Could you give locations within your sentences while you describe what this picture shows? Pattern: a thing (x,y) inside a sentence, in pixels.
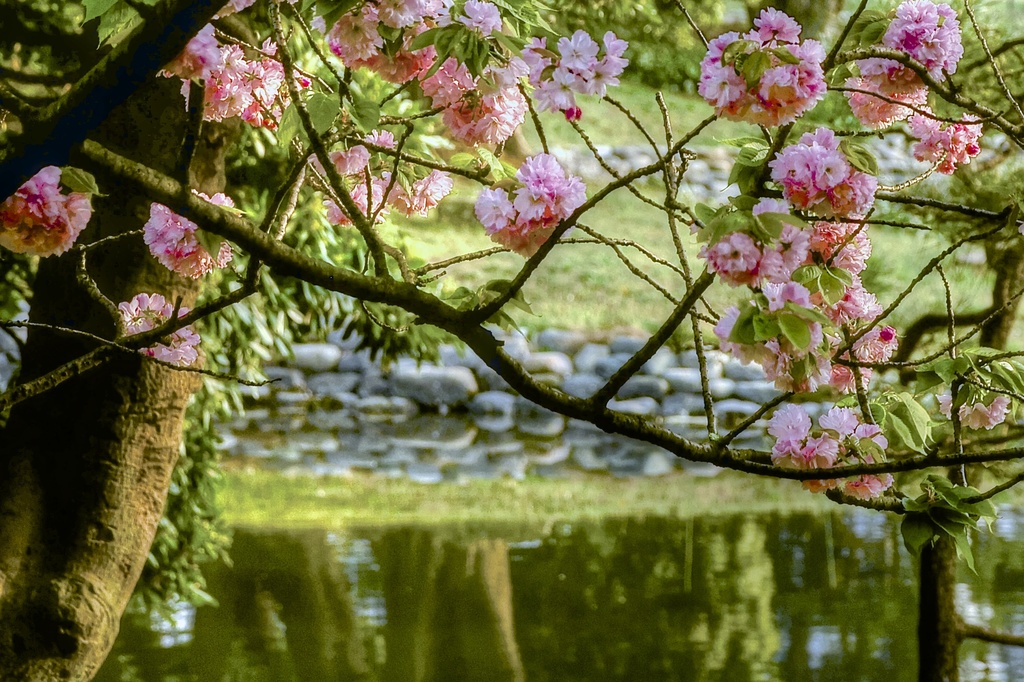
In this image we can see some flowers (512,125) to the branches (674,184) of a tree (615,172). We can also see the bark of a tree (215,220), grass (600,300), some stones (669,401) and the water (526,556).
